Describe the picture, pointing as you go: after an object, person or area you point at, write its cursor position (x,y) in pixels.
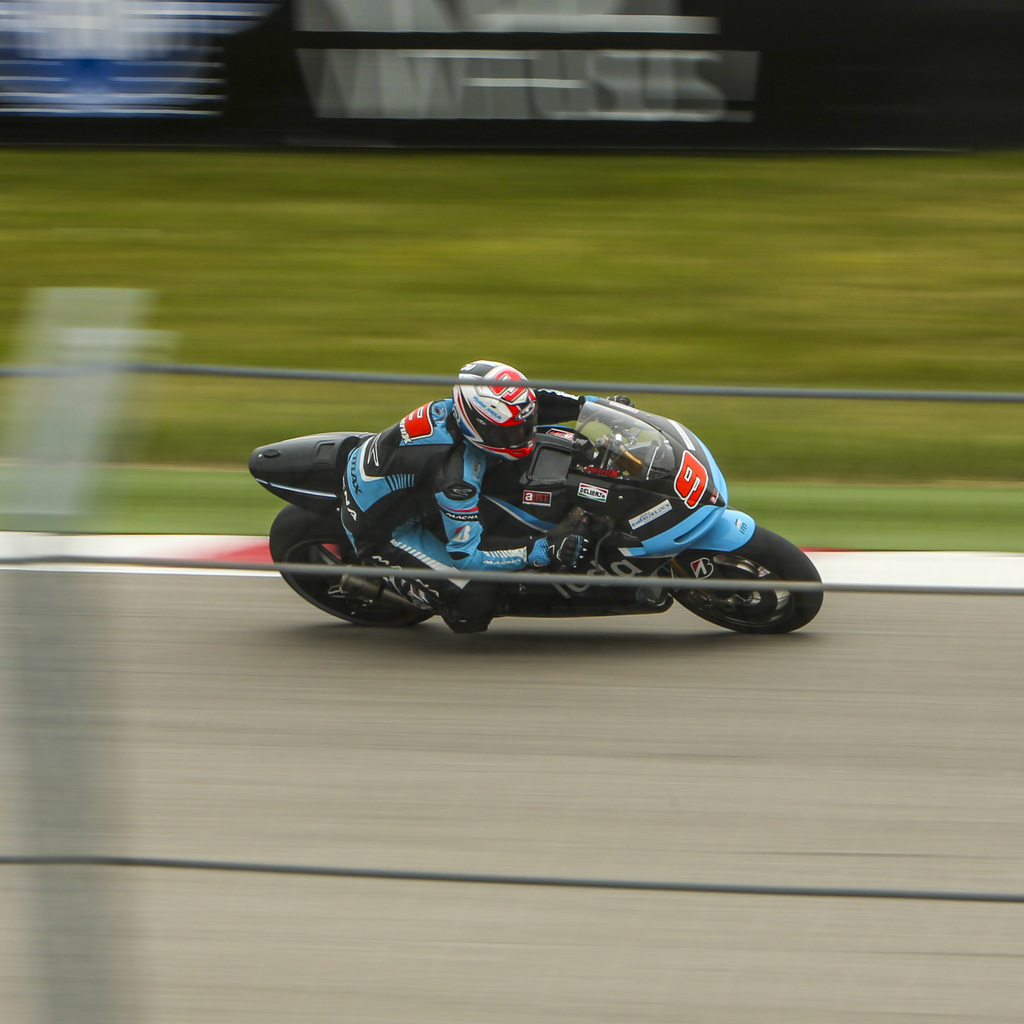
In this picture, we can see a person (377,510) riding a bike (387,602), we can see some ropes (653,582), road (562,673), posters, blurred background (1023,505).
